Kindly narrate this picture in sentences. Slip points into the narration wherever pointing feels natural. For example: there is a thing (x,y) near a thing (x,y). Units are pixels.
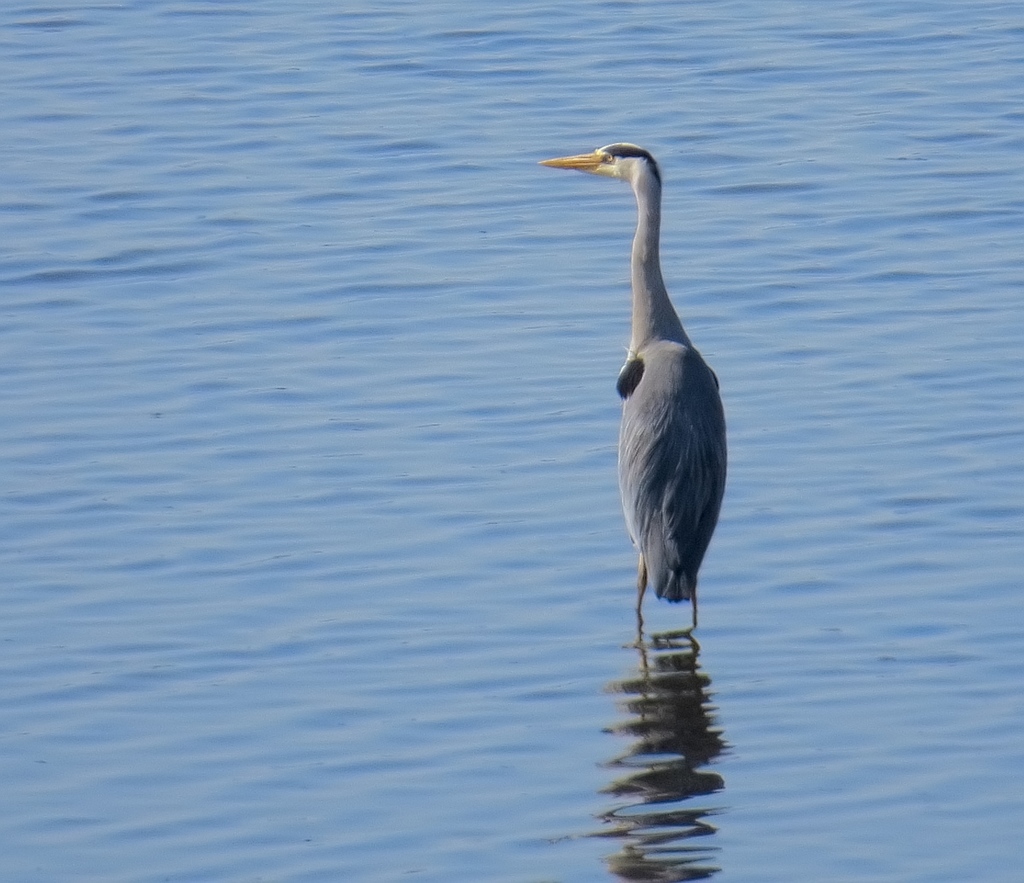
The picture consists of a water body (776,276). In the center of the picture (669,555) there is a crane (638,306).
